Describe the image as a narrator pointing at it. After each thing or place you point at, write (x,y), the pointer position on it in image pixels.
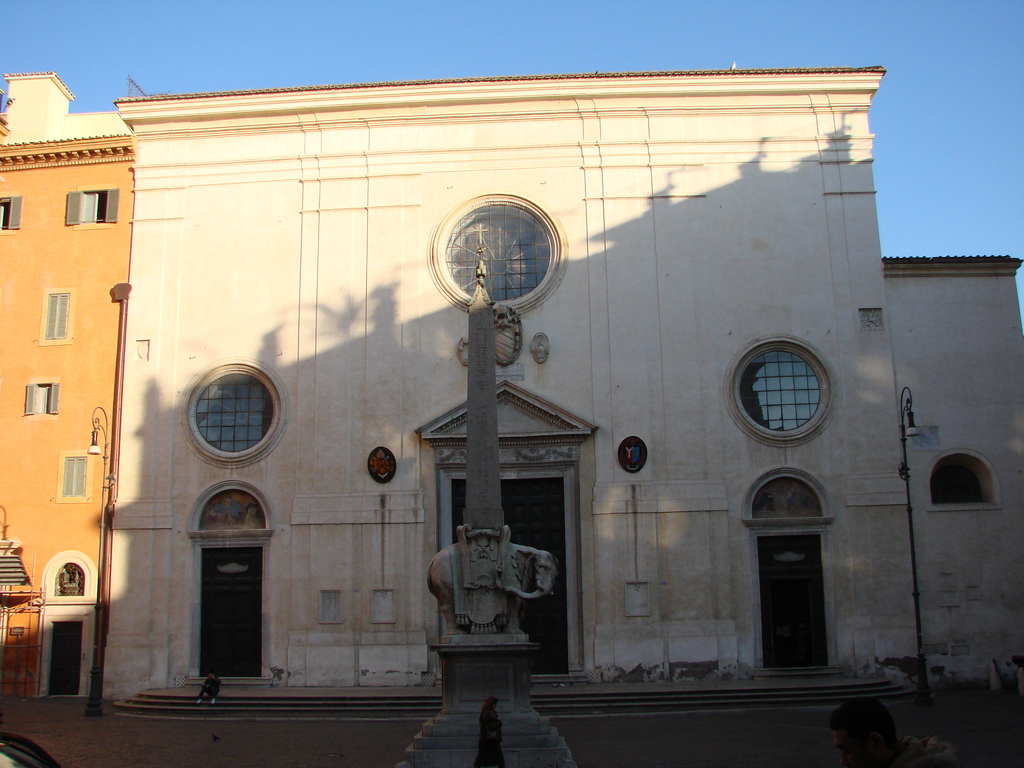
In this image I can see a sculpture like thing (476,464) in the front (500,580). In the background (105,505) I can see two poles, two street lights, few buildings (582,230) and the sky (963,106). On the bottom right side of the image (851,740) I can see a person (898,737) and I can also see an object (26,740) on the bottom left corner of the image (36,750). In the background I can also see one person (213,679) is sitting.
